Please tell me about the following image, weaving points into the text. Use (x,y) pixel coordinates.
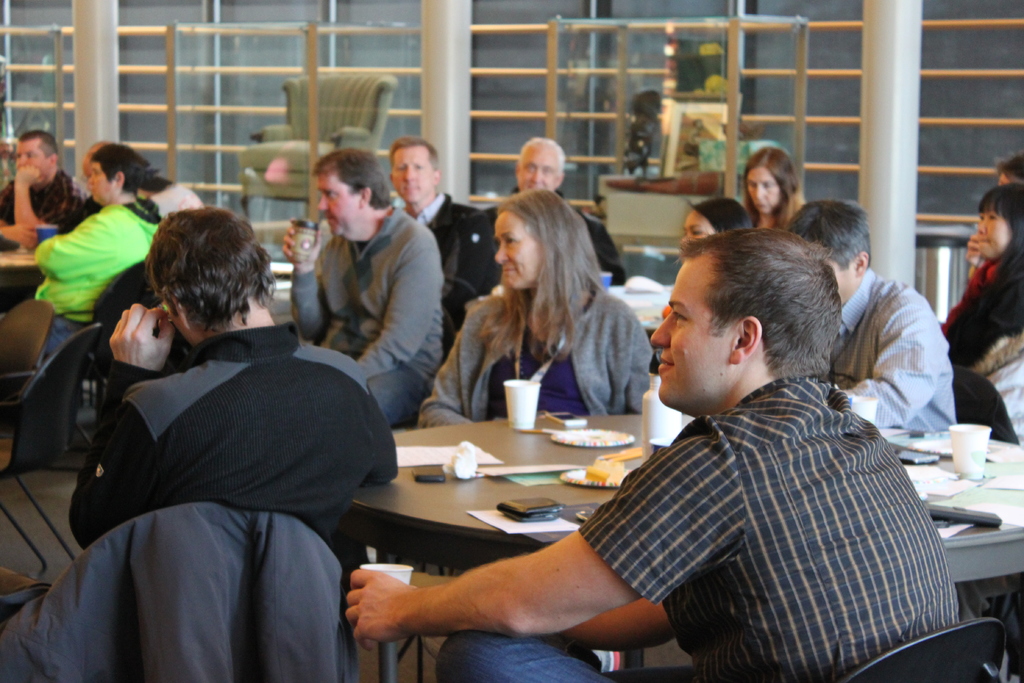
In this image we can see people (761,283) sitting on the chairs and we can also see windows (822,47) and some other objects (598,462) placed on the table (481,507).
